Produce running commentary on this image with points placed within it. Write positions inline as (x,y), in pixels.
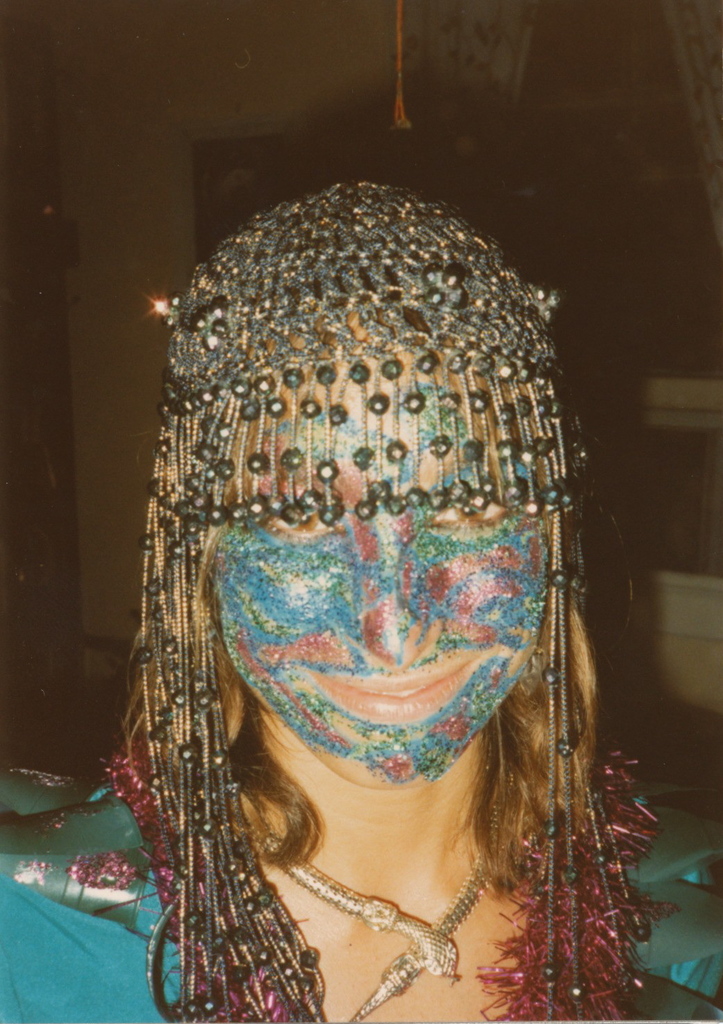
In the image there is a woman (227,946) with ornaments (325,250) and face paint (328,628) with a necklace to her neck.
